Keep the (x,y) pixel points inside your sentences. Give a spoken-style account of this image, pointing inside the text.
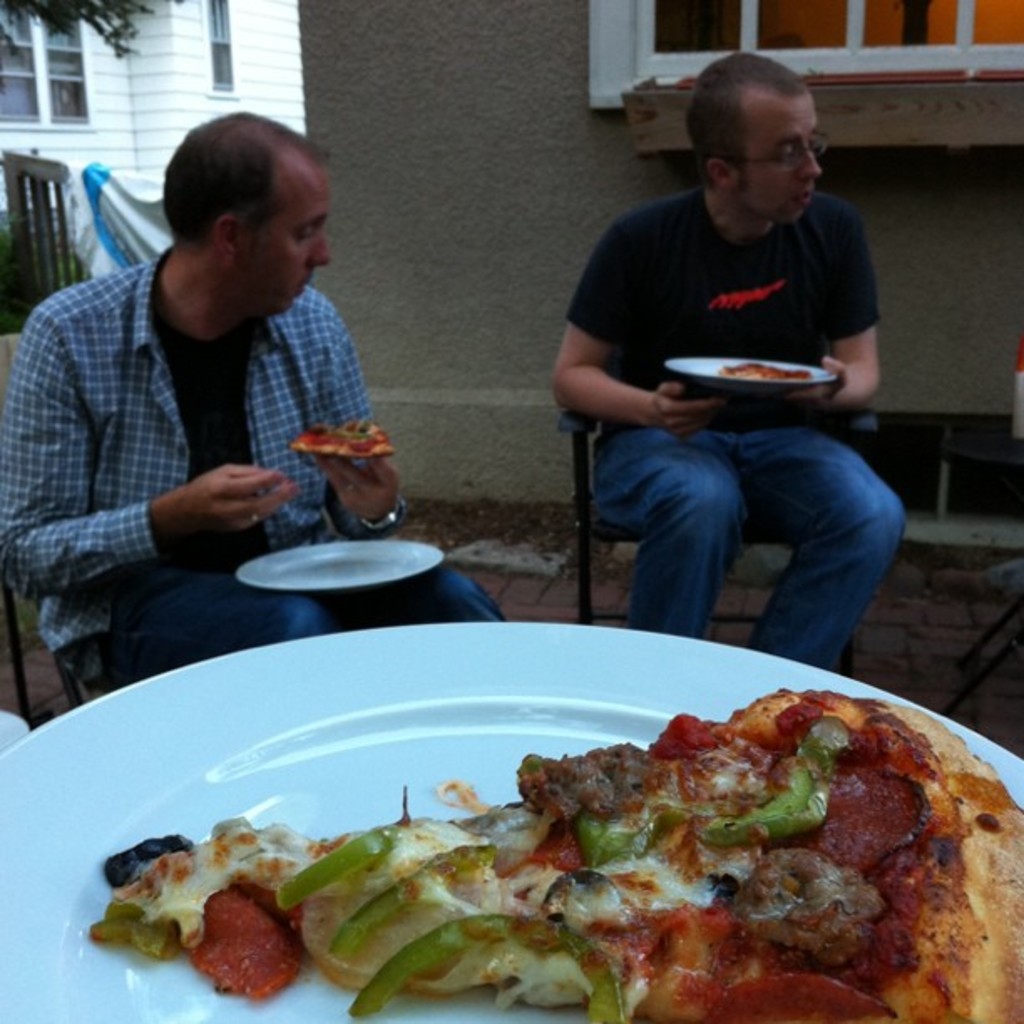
There are two men (856,552) sitting on the chairs (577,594) and they are holding plates (810,371). Here we can see a plate (416,752) and food (779,986). In the background (549,242) we can see buildings (422,143) and windows (61,72).
